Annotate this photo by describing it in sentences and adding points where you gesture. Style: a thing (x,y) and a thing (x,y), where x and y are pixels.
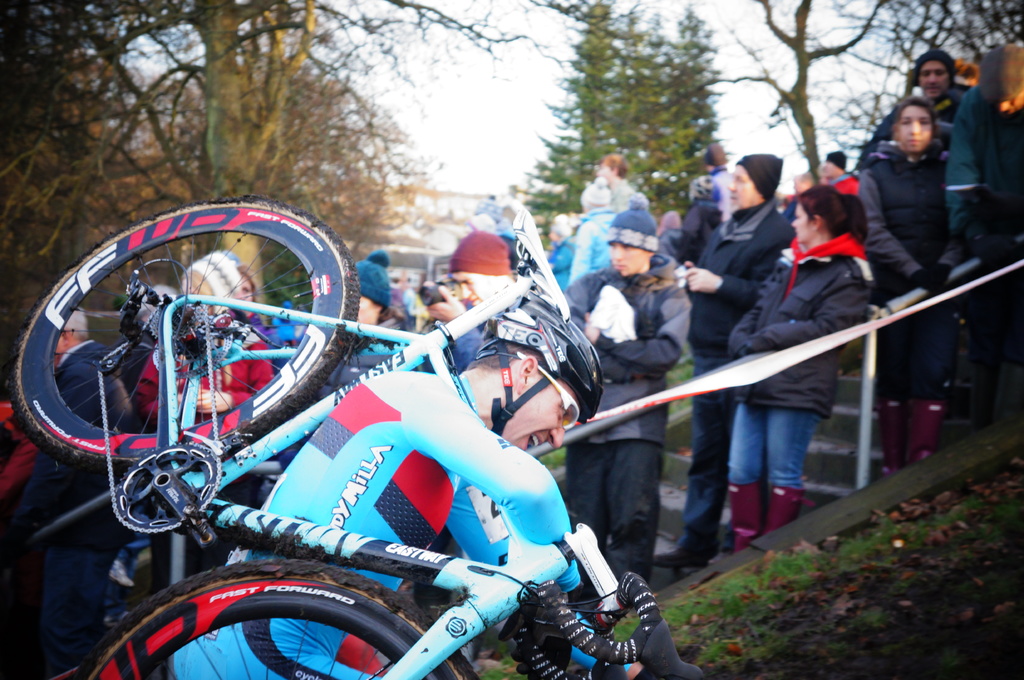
In this picture one man (337,414) is carrying bicycle (451,357) and at back (825,266) many people (773,295) are standing and watching the show.
